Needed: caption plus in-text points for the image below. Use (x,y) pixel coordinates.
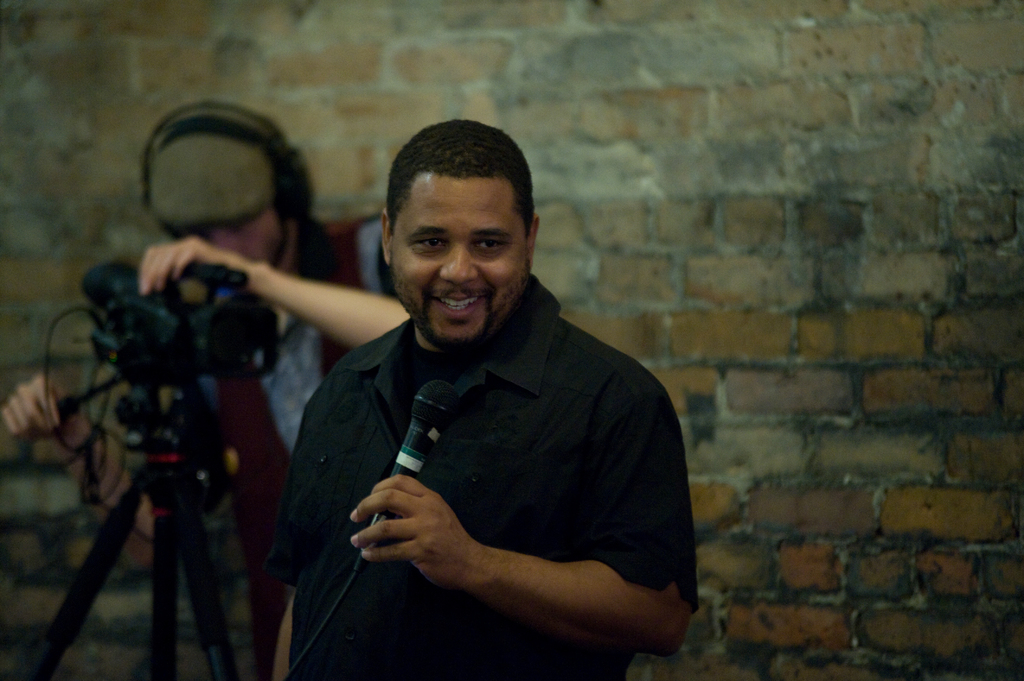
in the picture we can see a person (429,509) holding a micro phone (412,453) another person (274,418) holding a video camera (163,317) with the stand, the person (472,439) holding micro phone (409,435) is laughing, the person (253,481) holding video camera (178,309) is wearing a headset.
